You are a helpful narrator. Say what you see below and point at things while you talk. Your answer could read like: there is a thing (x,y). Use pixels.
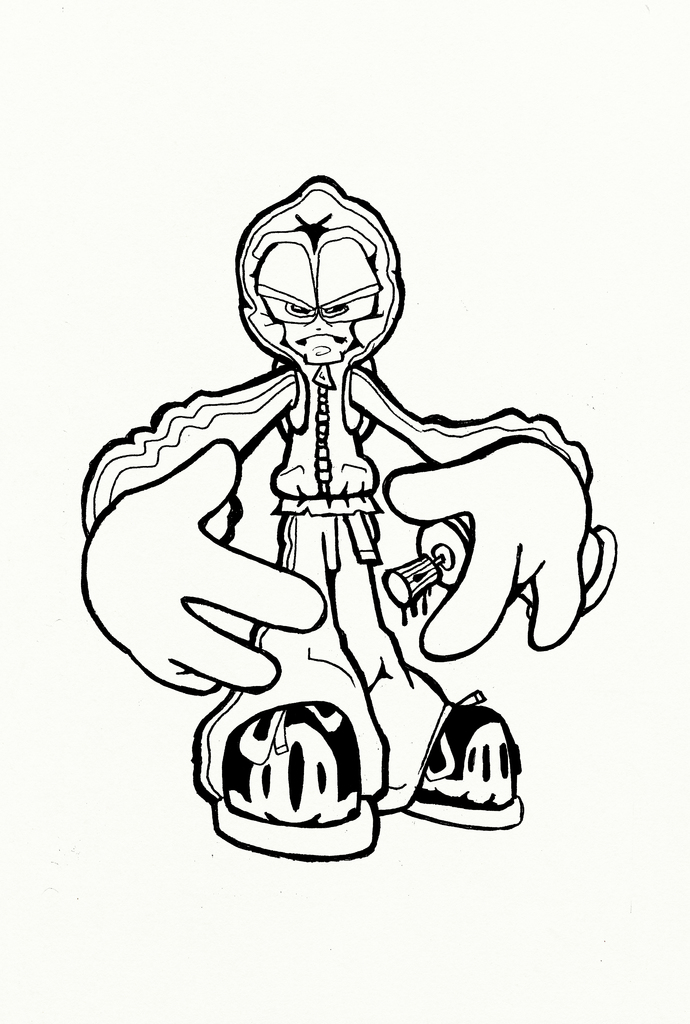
In this Image I can see there is a drawing picture of cartoon (315,604).
